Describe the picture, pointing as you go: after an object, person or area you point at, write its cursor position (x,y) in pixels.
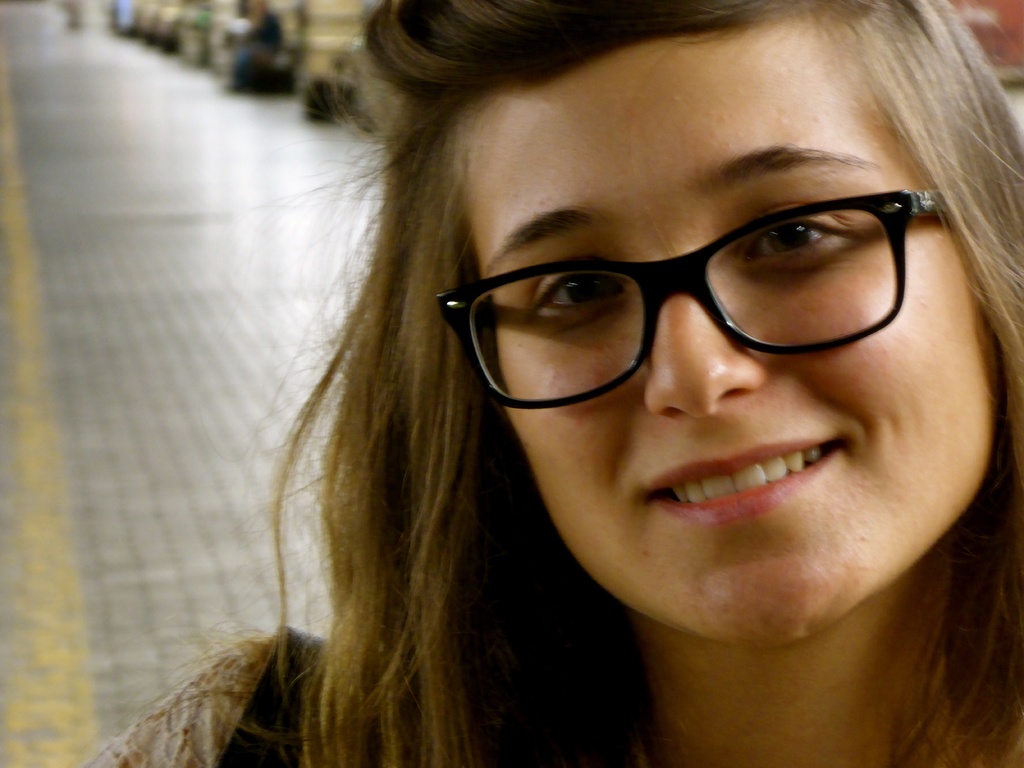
In the image there is a woman (474,387), she is wearing spectacles (715,306). Only the face (706,340) of the woman (400,608) is visible and the background of the woman (711,355) is blur.
